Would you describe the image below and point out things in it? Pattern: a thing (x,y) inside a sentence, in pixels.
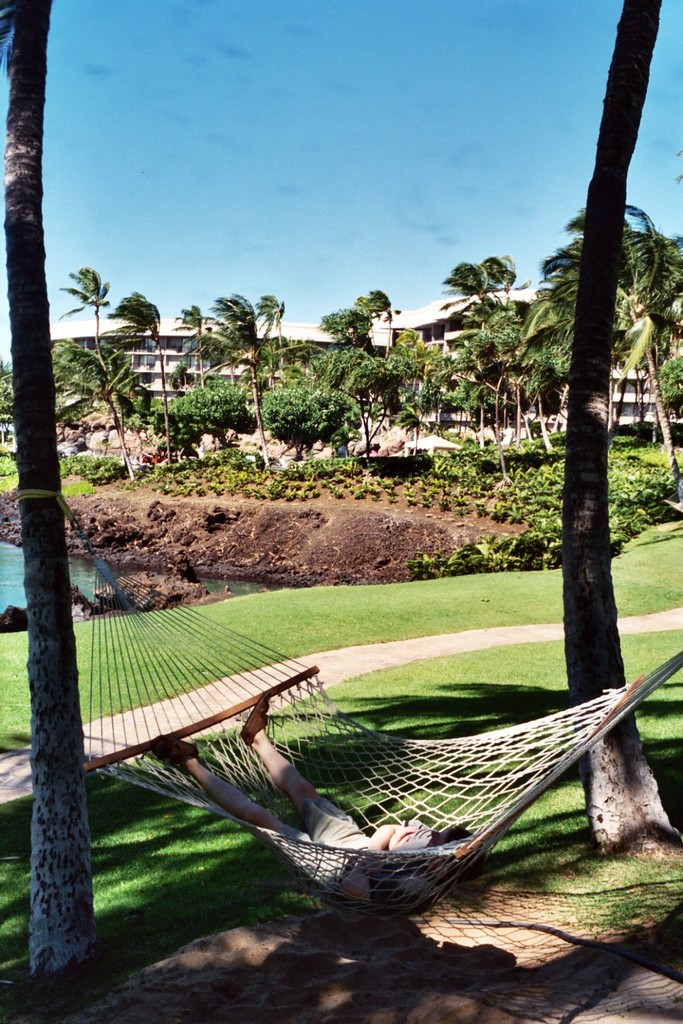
In the image there is a hammock (418,812) tied to the stems (624,770). There is a person (403,824) in the hammock (390,761). On the ground (325,579) there is grass (418,633). In the background (101,411) there are trees (428,429) and small plants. Behind the trees (237,432) there is building (416,317). At the top of the image (359,273) there is sky (312,209).
